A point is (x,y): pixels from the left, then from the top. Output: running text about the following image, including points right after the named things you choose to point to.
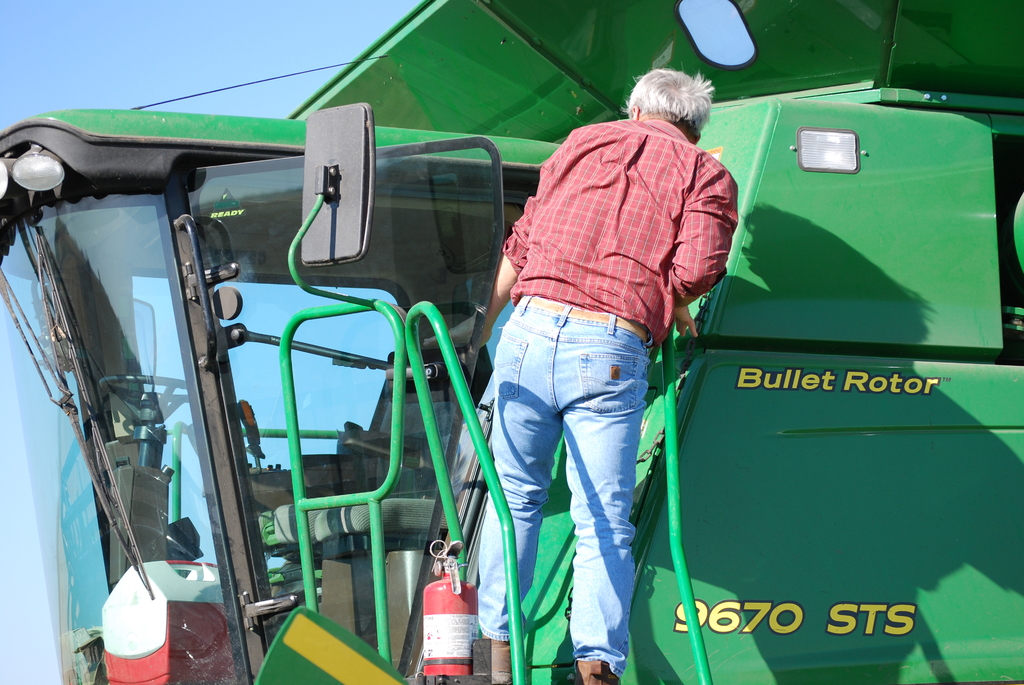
This image is taken outdoors. At the top of the image (212,52) there is a sky (241,49). In the middle of the image (363,286) there is a vehicle (229,137) and a man (587,579) is climbing on the vehicle (413,590).
